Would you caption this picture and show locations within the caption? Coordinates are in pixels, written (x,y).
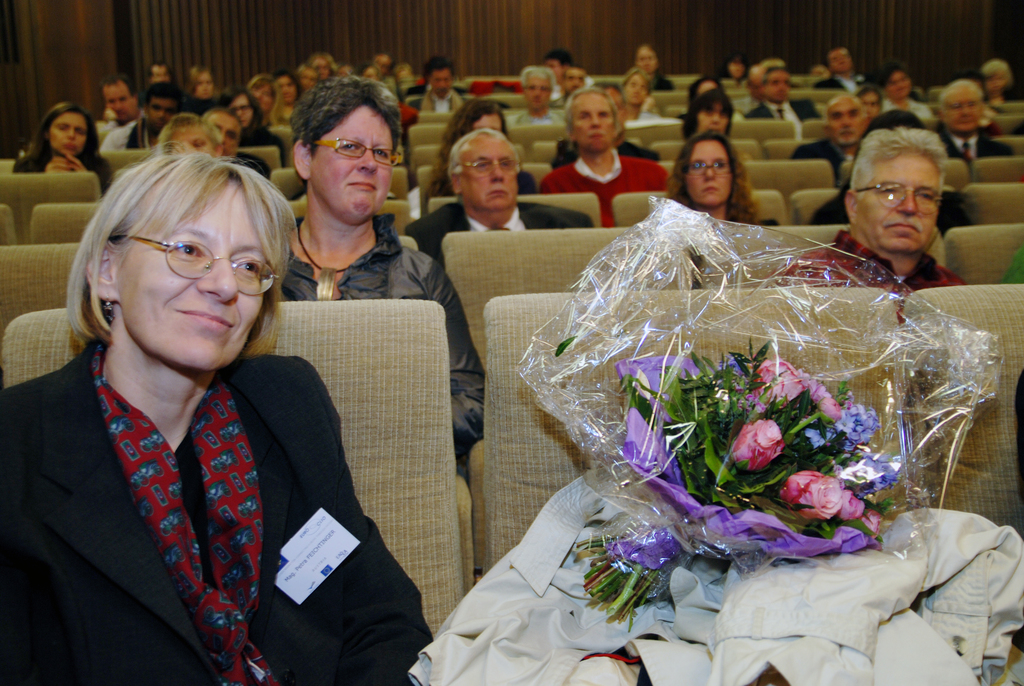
In this picture we see a group of men and women (208,141) sitting on the auditorium chairs (409,405) and looking straight. In the front (282,601) we can see a woman (283,506) wearing black coat (266,573), sitting and smiling. Beside there is a flower bouquet (774,517) and a white jacket (772,635).
